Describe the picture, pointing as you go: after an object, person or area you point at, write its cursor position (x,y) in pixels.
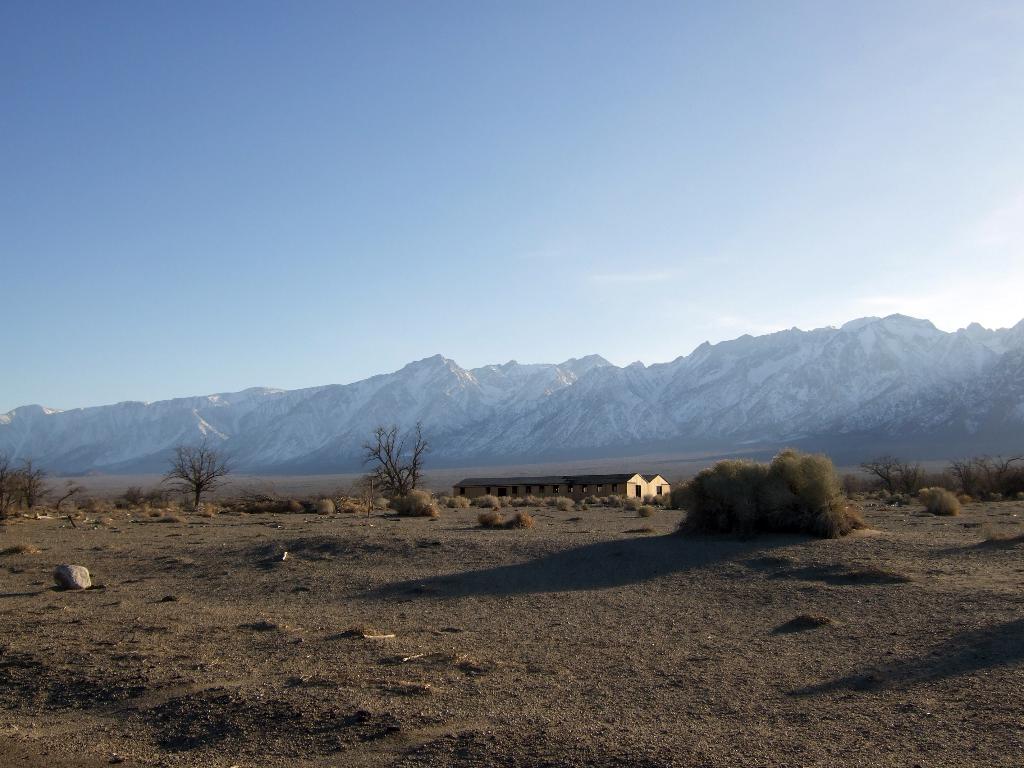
In this picture I can see some houses (528,491), trees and I can see open land (169,642).
